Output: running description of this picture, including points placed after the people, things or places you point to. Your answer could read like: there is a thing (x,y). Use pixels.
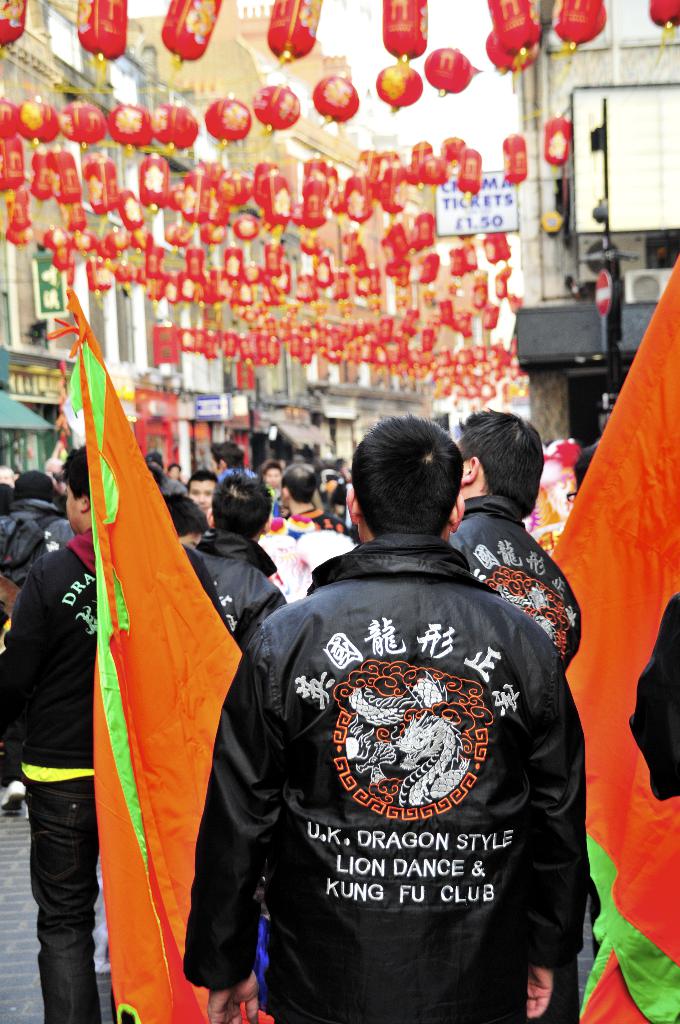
In this picture we can see a man (395,507) in the black jacket (334,597). In front of the man (368,695) there are flags (597,631), a pole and a group of people (305,499) standing. On the left (199,465) and right side of the people (289,496) there are buildings (308,372) and boards (561,343). At the top (232,178) there are paper lanterns (294,107).
